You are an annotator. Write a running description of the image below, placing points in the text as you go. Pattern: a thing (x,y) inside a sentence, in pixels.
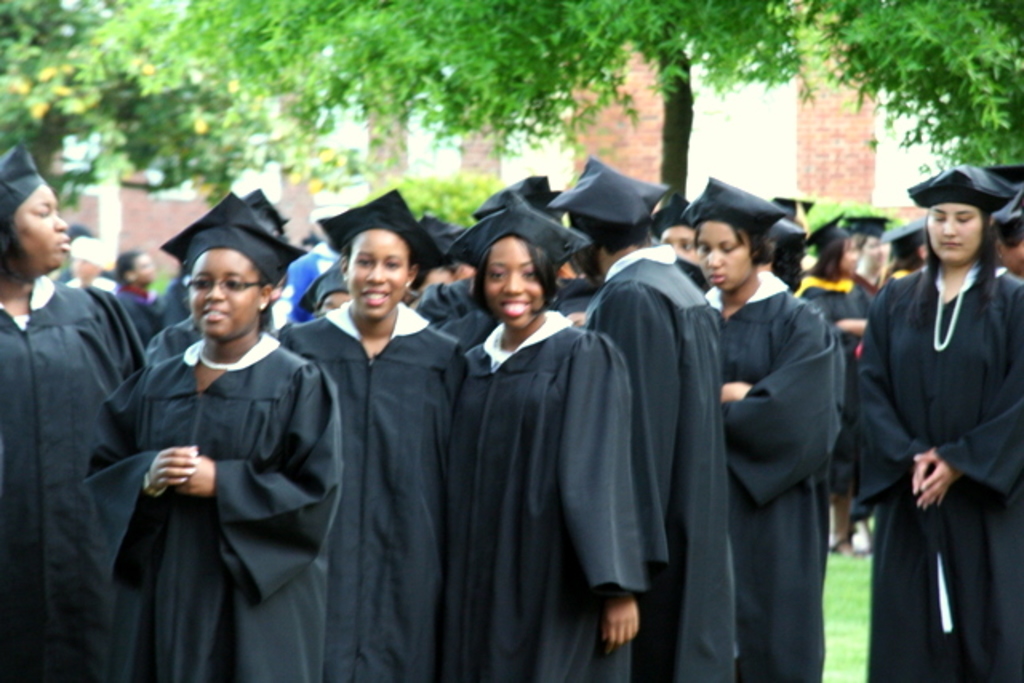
In the foreground of this image (693,305), there are women (804,380) standing in convocation dresses (546,503) and convocation hats (405,233) on their heads (549,264). In the background (809,19), there are trees (125,41) and the wall (760,133).
